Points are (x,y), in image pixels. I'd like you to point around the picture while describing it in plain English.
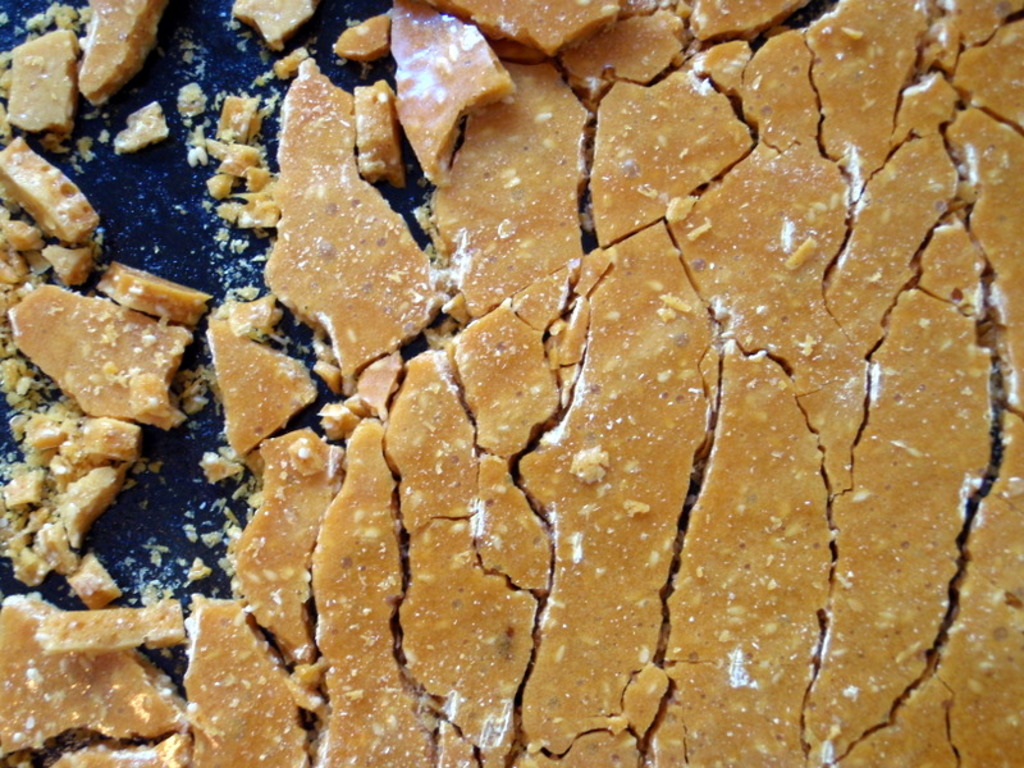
In this image there is a food item (267,473) on a pan (102,535).
